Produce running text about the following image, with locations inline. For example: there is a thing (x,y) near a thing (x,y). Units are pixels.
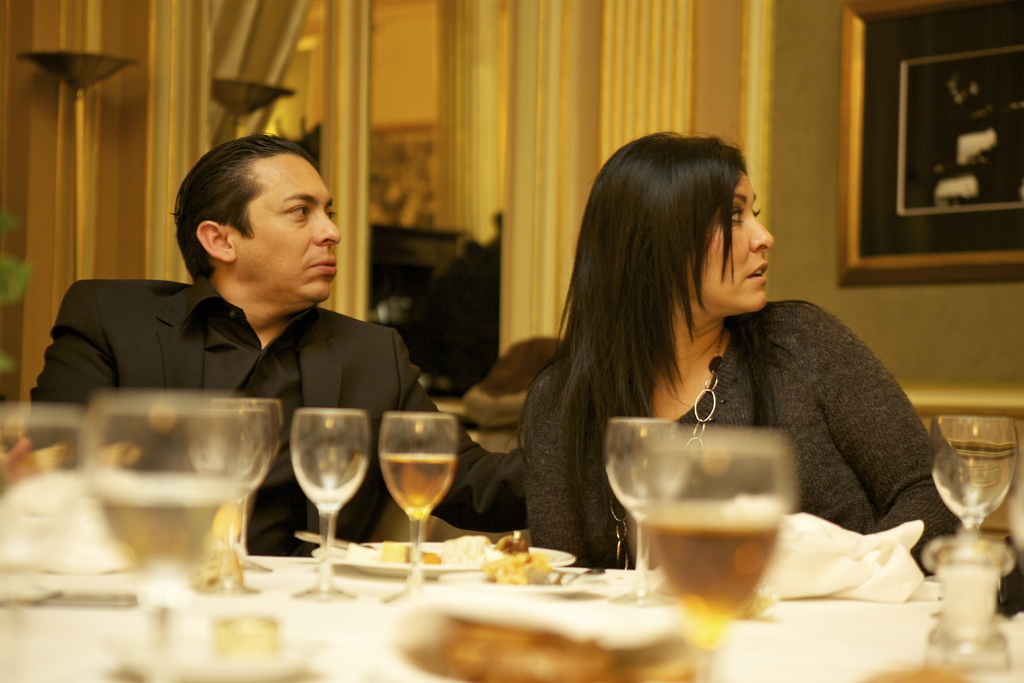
This 2 persons (217,322) are sitting on a chair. In-front of this 2 persons (718,270) there is a table (199,680). On a table (31,617) there are glasses (691,479), plates (474,567) and food (367,552). Background (963,151) on a wall (934,297) there is a picture (960,167). This woman (759,289) wore black t-shirt (811,408). This man (389,373) wore black suit (341,345).
